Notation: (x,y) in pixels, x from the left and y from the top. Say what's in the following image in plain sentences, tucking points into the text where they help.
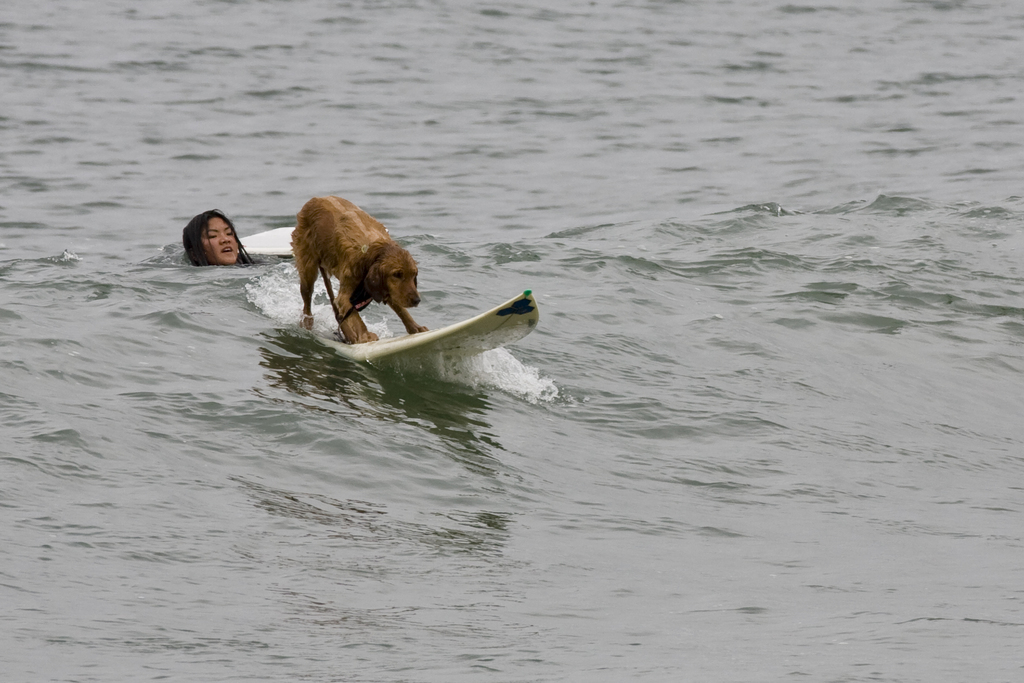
In this image there is a dog (407,300) on the surfboard (430,339) and woman (192,249) swimming in the water (185,279). In the background (89,243) there is a water (527,574).
